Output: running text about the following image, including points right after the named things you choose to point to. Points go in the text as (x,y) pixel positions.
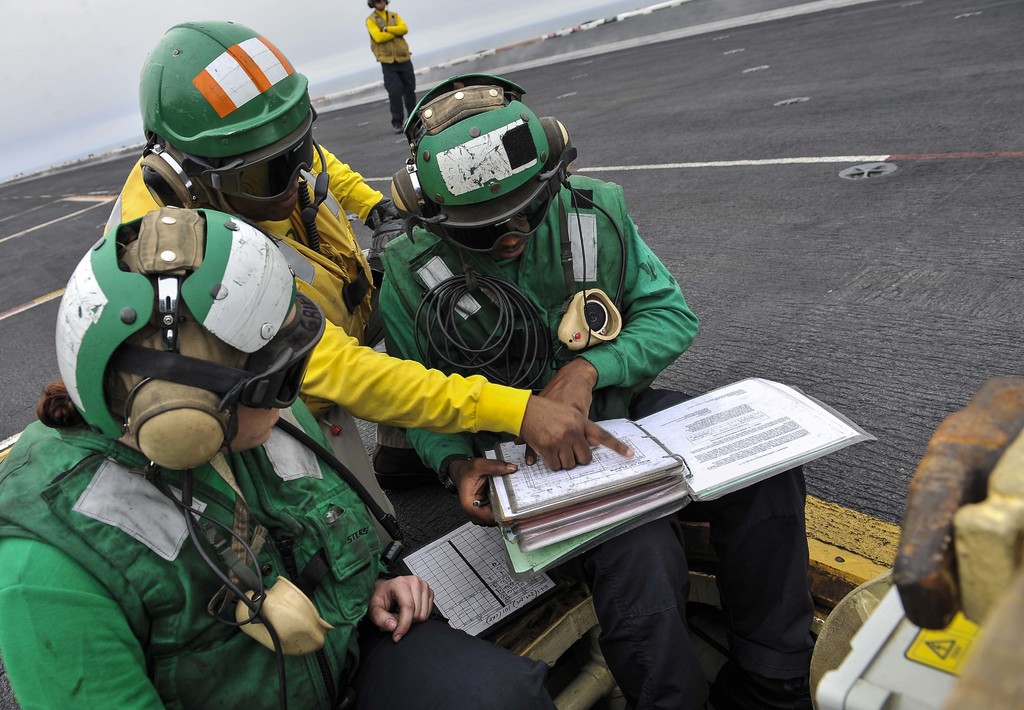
In this image there are three people (231,401) who are wearing helmets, and they are wearing some costumes (472,328) and one person (454,263) is holding books (648,502) and looking into books (622,479). And there is a paper (492,570), and in the bottom right hand corner (902,630) there is some object (947,542) and in the background (59,205) there is walkway (842,258) and one person (387,89) is standing and some objects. At the top of the image (106,32) there is sky (272,36).
